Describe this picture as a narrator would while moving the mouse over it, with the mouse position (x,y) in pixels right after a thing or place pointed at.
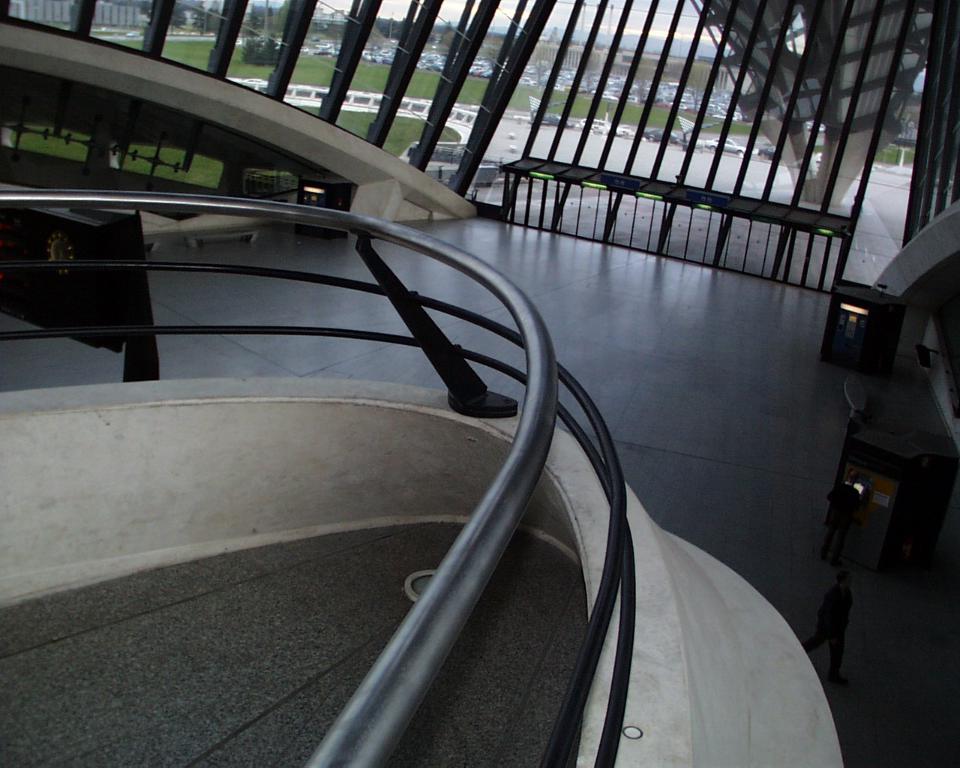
This is a image of the building (652,759) in which we can see there is a fence (386,338) in the middle (422,322) and some grills (761,107) around it, also there is a grass (237,69) and some buildings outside the building (182,87).
